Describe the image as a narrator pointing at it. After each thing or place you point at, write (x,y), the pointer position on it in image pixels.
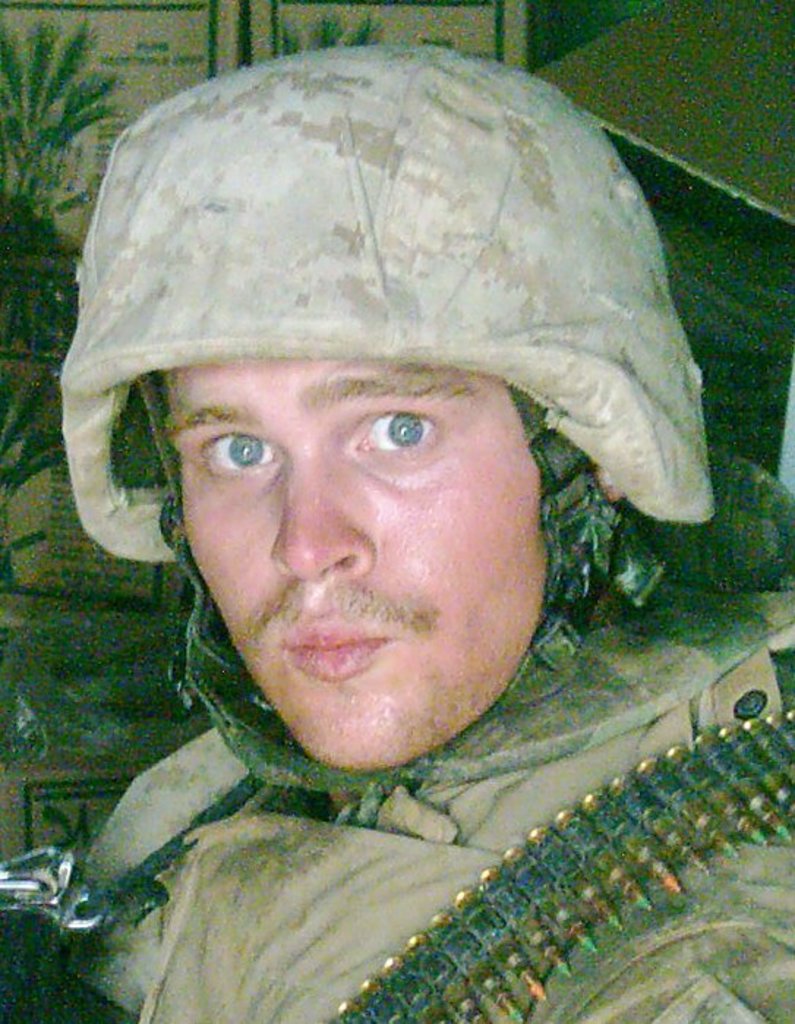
In this image there is an army personnel (345,679) with bullets (509,911) on his shoulder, behind him there are cardboard boxes (88,786).
